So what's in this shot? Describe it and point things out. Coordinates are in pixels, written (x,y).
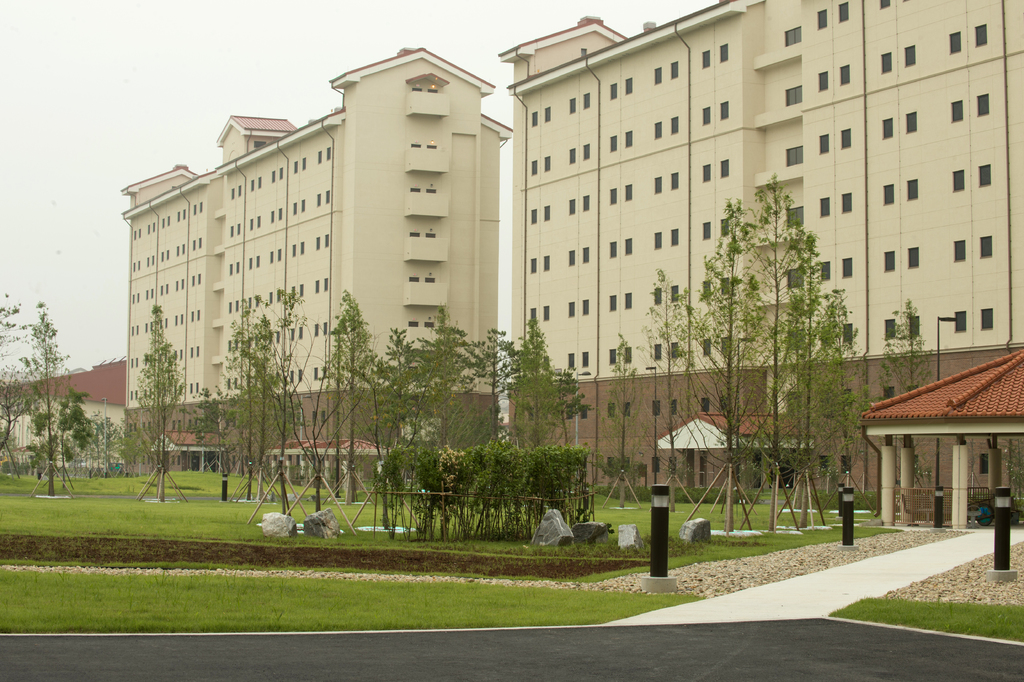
In this image I can see buildings (611,215). In-front of that buildings (496,168) there are trees (672,444), open-shed (990,389), lights (659,501), pillars (962,462), grass (16,504) and rocks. In the background (193,83) there is a sky (293,111).
